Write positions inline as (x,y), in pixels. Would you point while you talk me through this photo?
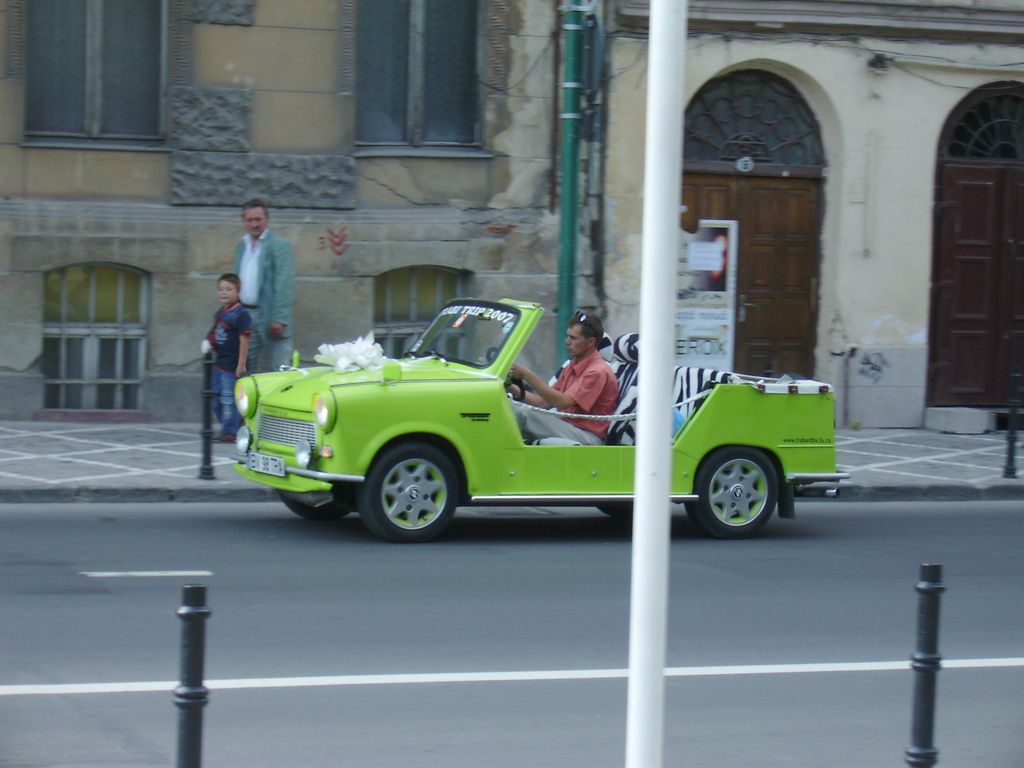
In this image there is a person (572,434) driving a car (472,459) on the road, beside the road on the pavement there is a child (221,329) and a person (242,292) walking, behind them is a building (503,219).
